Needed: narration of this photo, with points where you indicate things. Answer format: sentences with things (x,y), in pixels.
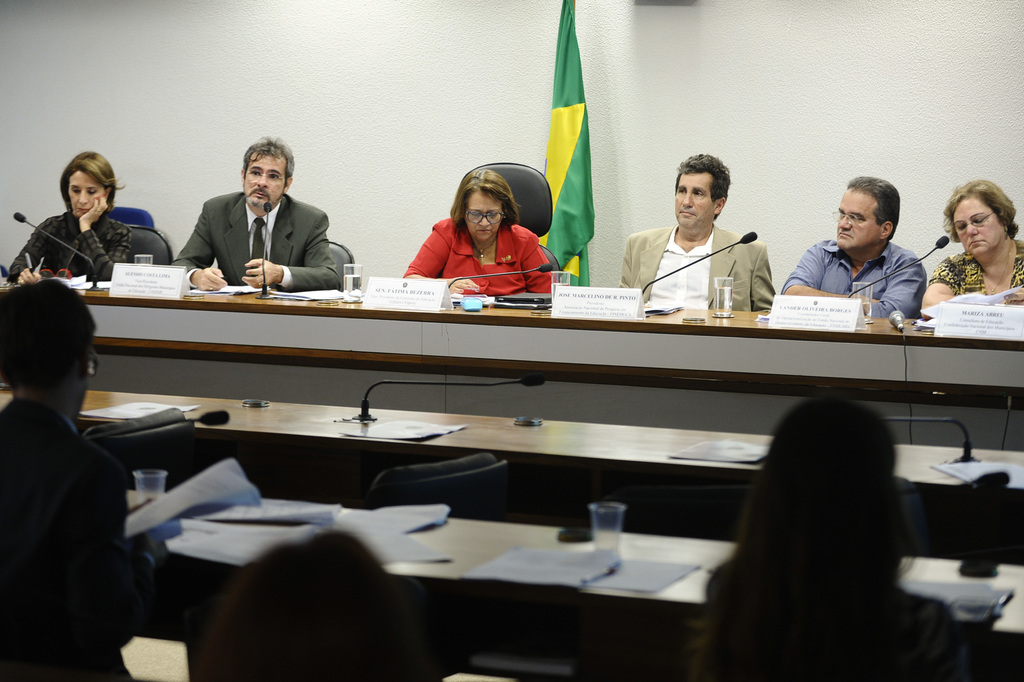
In the image we can see there are lot of people (68,305) who are sitting on chair (734,526) and on table (176,312) there are name plate (392,294), mic (263,290) with a stand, water glass (349,282) and papers (384,530).
